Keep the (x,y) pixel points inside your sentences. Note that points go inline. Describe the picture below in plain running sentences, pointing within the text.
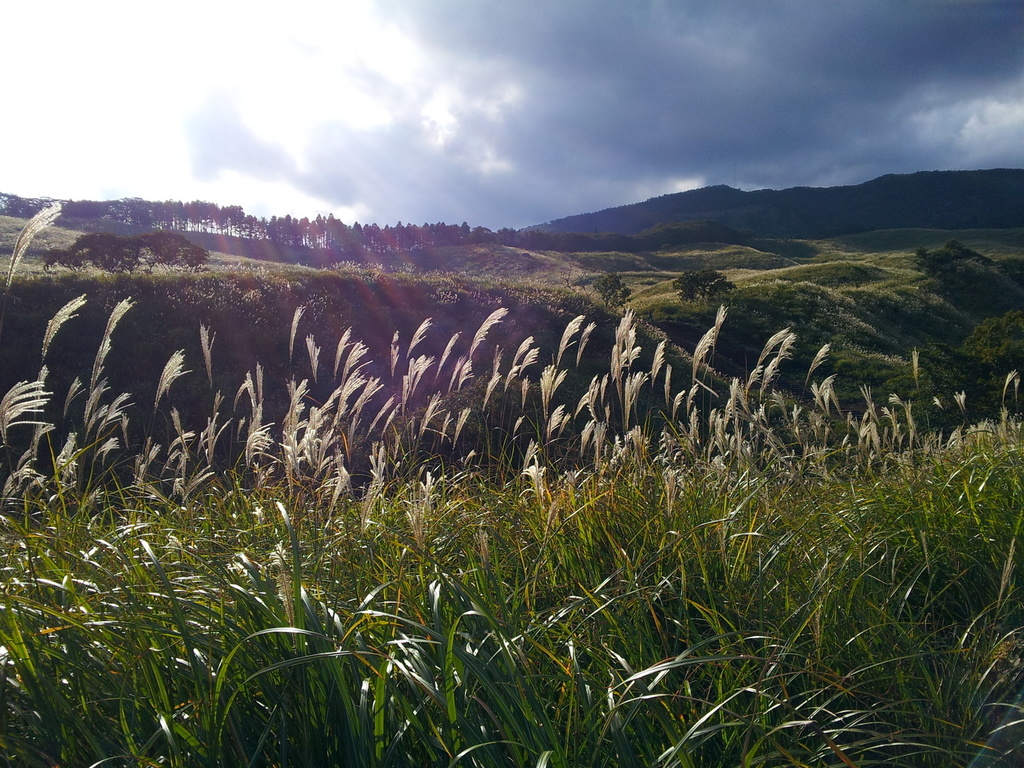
In this image, we can see trees (14,211), hills (714,208) and there are plants (806,556). At the top (473,93), there are clouds (498,105) in the sky (431,134).
